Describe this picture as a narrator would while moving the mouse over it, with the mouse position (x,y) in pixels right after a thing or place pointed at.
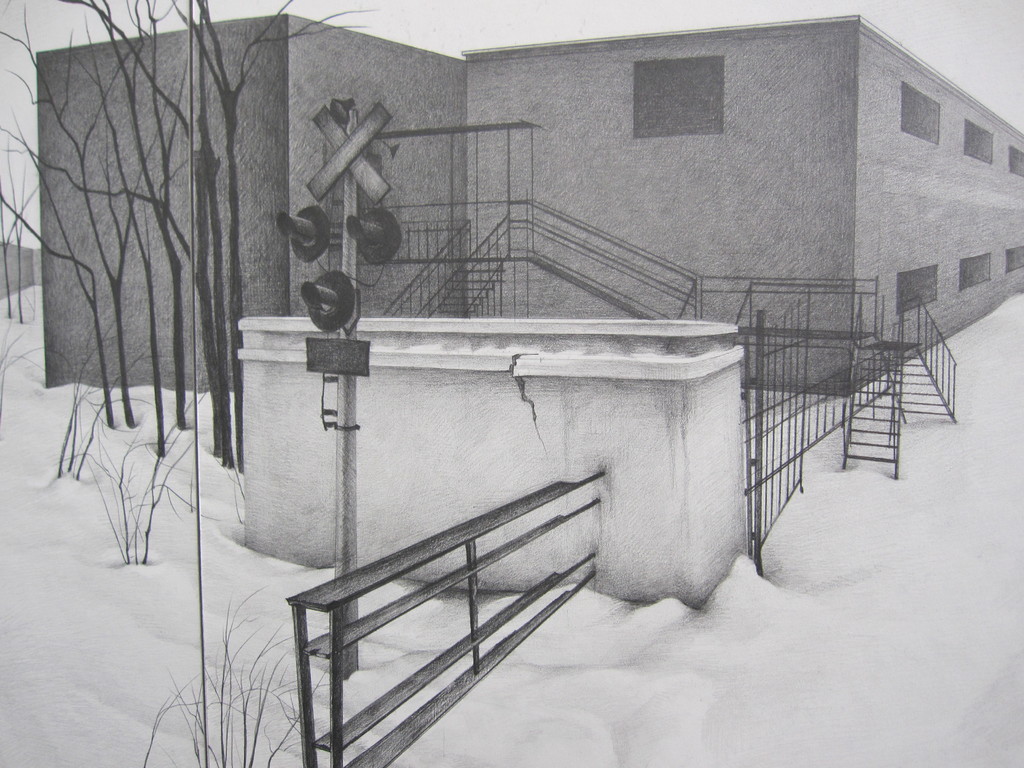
In this image in the front (554,494) there is a railing (447,537) and this is the painting image in which there is snow (773,613) on the ground (975,325) and there is a building (463,231) and there are stairs (894,373) and there are trees (161,203).
